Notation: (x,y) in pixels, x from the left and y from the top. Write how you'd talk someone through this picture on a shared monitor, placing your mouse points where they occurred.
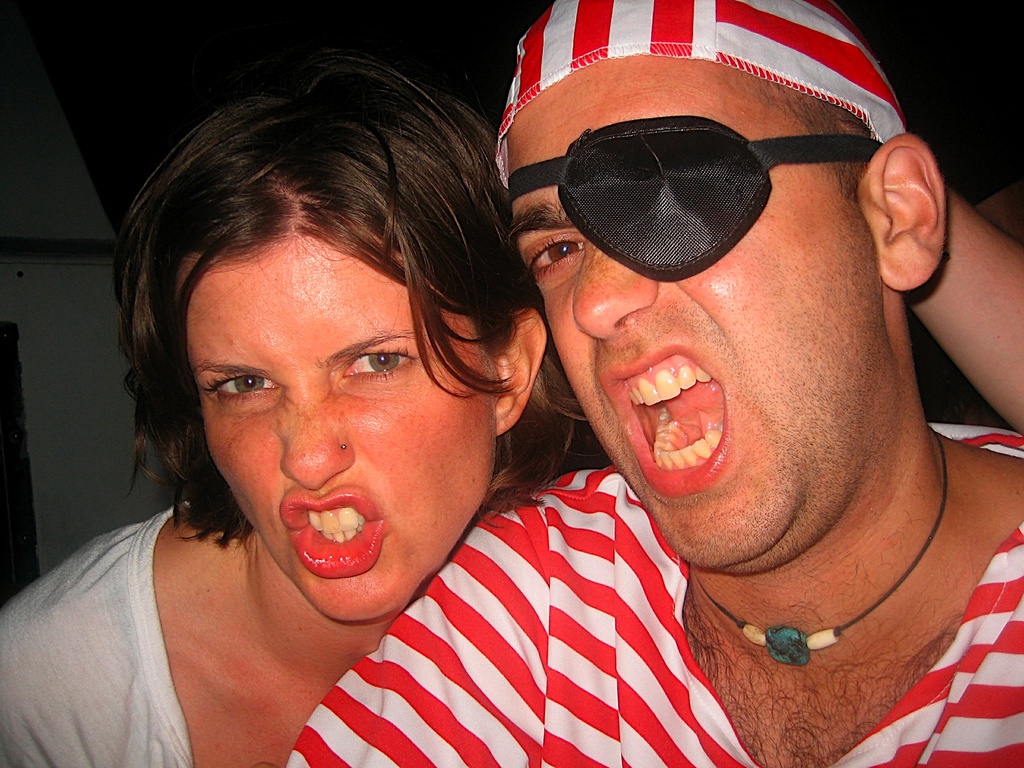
In this image a person (890,368) is wearing a eye mask (652,181) and a cap (759,62). Beside there is a person (268,570) wearing a white shirt (72,655). Behind them there is a wall (71,396).
